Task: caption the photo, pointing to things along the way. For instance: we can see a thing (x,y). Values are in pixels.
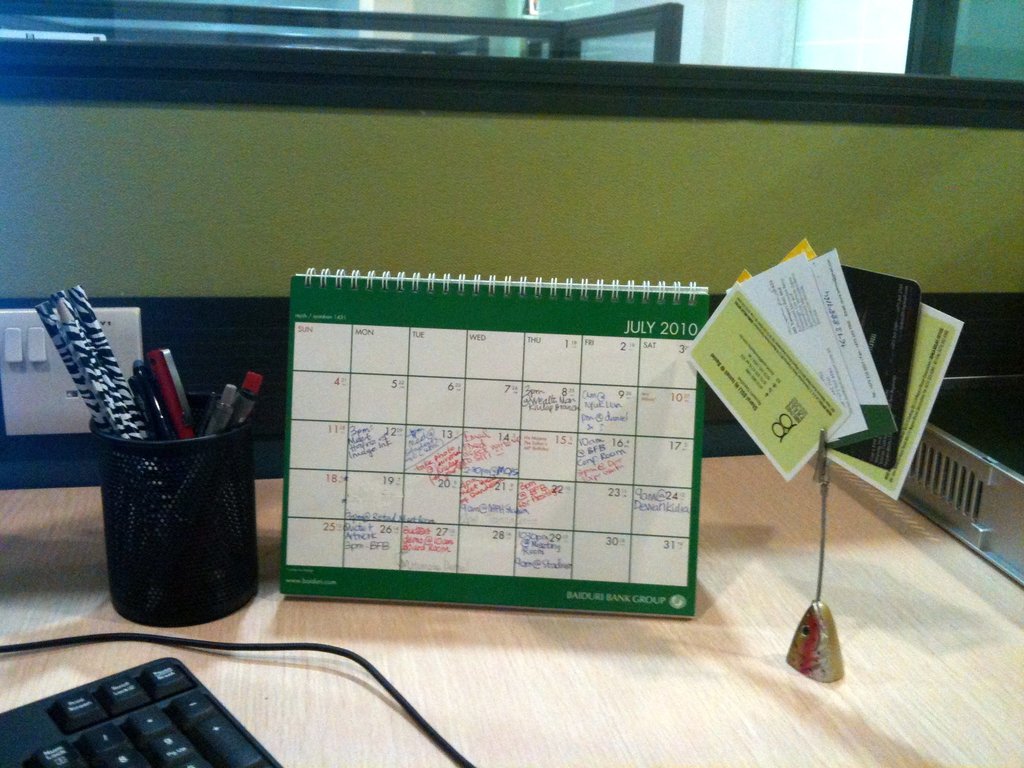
This picture is taken inside the room (810,367). In this image, on the right side of the table (961,614), we can see one edge (1011,509) of a tray (985,542). On the right side (845,371), we can see a pointer (829,464) with some cards (841,361) attached to it. In the middle of the image (487,491), we can see a calendar (588,561). In the left corner (149,670), we can see a keyboard (13,749) and electrical wires (77,642). On the left side (234,570), we can see a glass (240,584) with some pens (140,388). In the background (131,354), we can see a switch board (15,423), glass window (620,17).
